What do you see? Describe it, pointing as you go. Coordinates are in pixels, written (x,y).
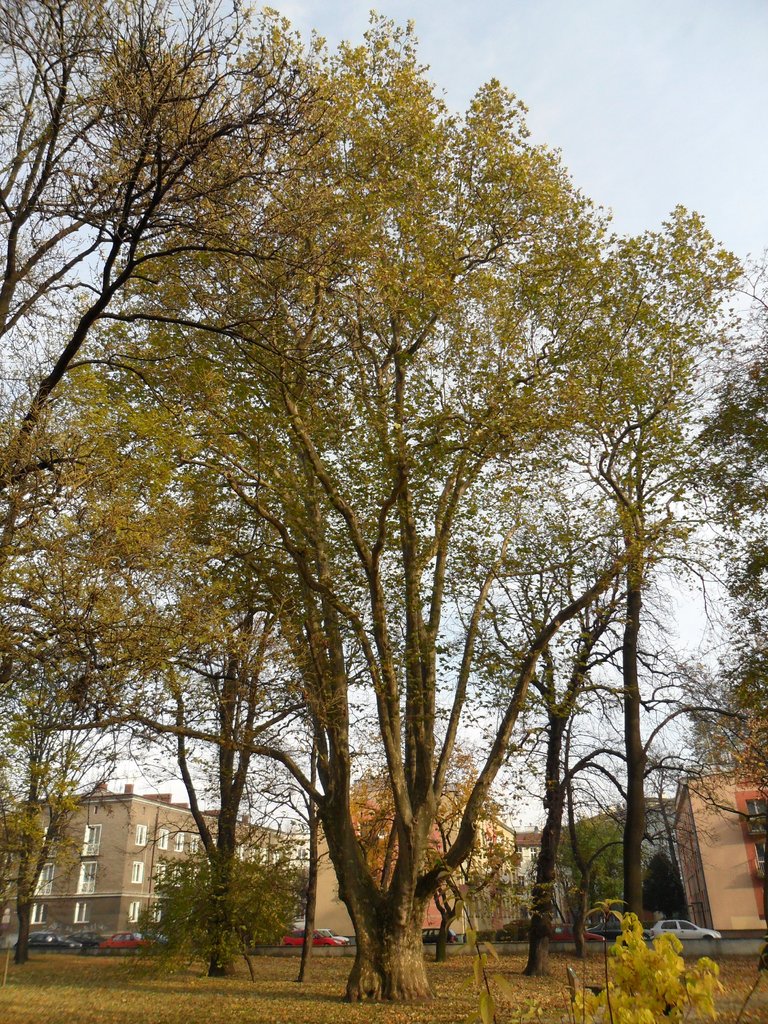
In this image we can see buildings (161,851), motor vehicles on the road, plants (635,972), trees (331,607) and sky (599,791) with clouds (687,465) in the background (581,801).
